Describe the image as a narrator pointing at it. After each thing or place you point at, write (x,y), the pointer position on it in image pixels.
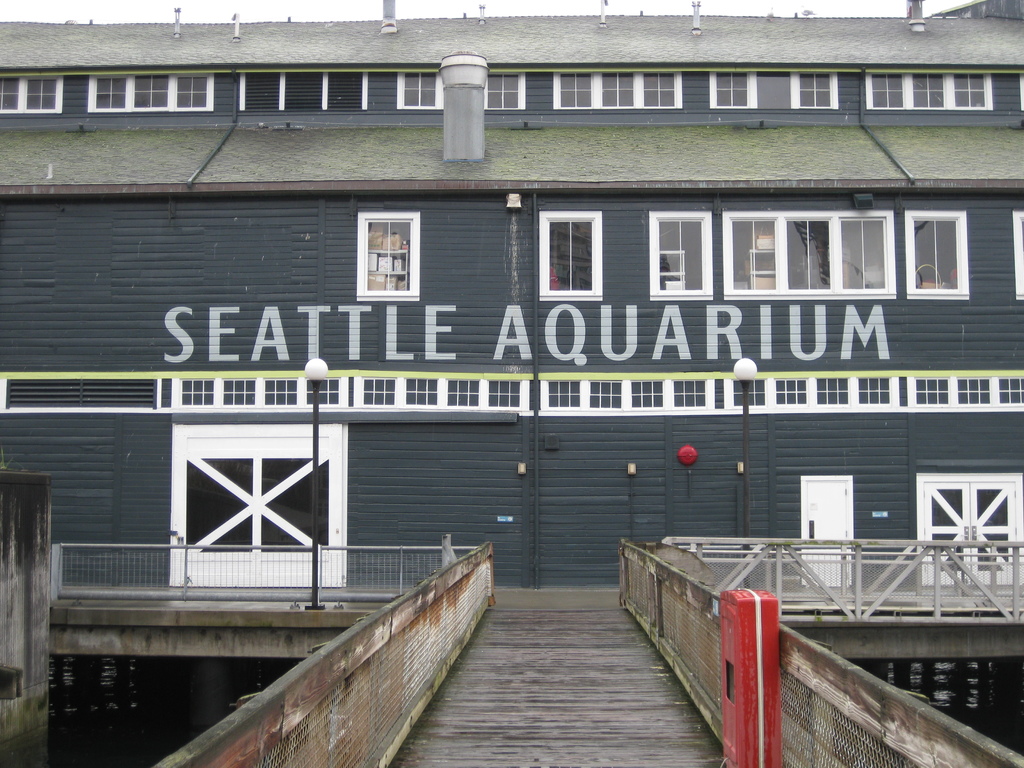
In this image I can see building (529,230), glass windows (565,225), light-poles (746,408), fencing (291,559) and doors (837,531). In front (728,716) I can see a red color object (735,674).
